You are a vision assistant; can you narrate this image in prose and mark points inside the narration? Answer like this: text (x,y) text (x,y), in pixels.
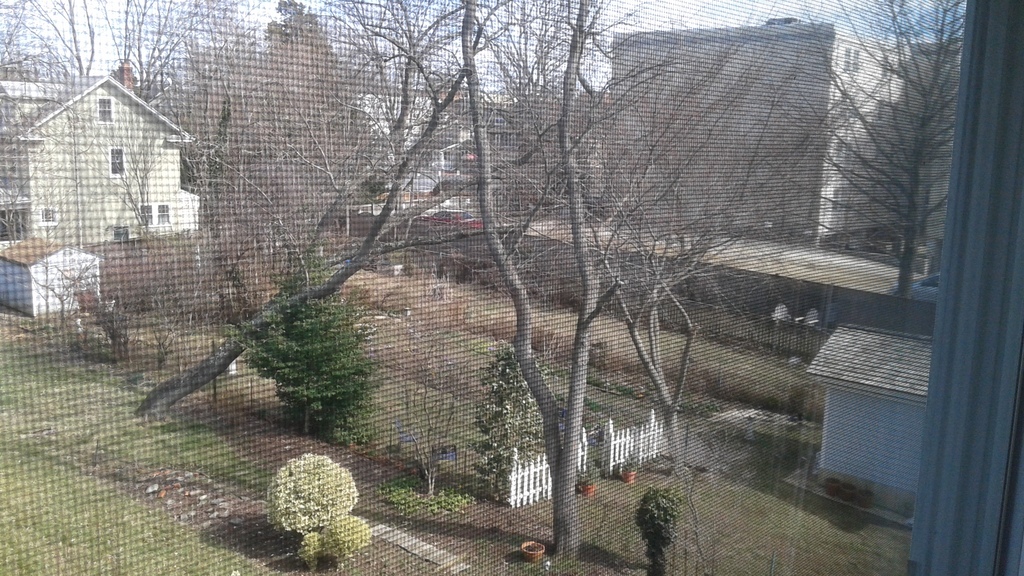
In this image we can see sky (493,20), trees (285,344), bushes (307,454), wooden fence (516,483), houseplants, sheds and iron grills (537,269) through the mesh (116,265) of a window (727,195).
